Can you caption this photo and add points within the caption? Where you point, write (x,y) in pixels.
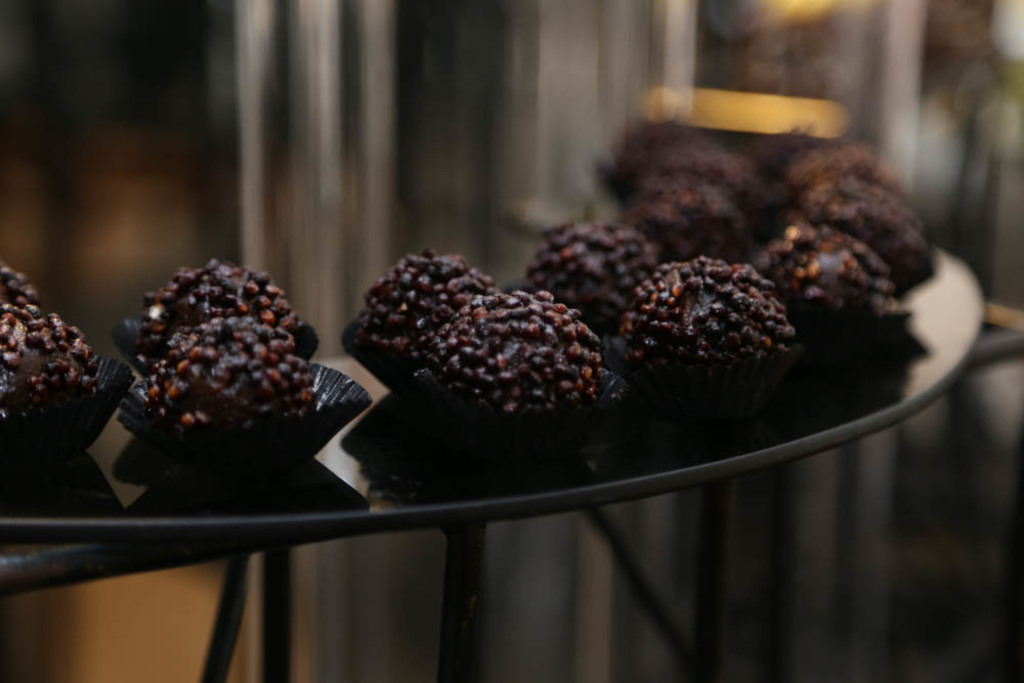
Here in this picture we can see some food items (608,270) present on the table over there.
